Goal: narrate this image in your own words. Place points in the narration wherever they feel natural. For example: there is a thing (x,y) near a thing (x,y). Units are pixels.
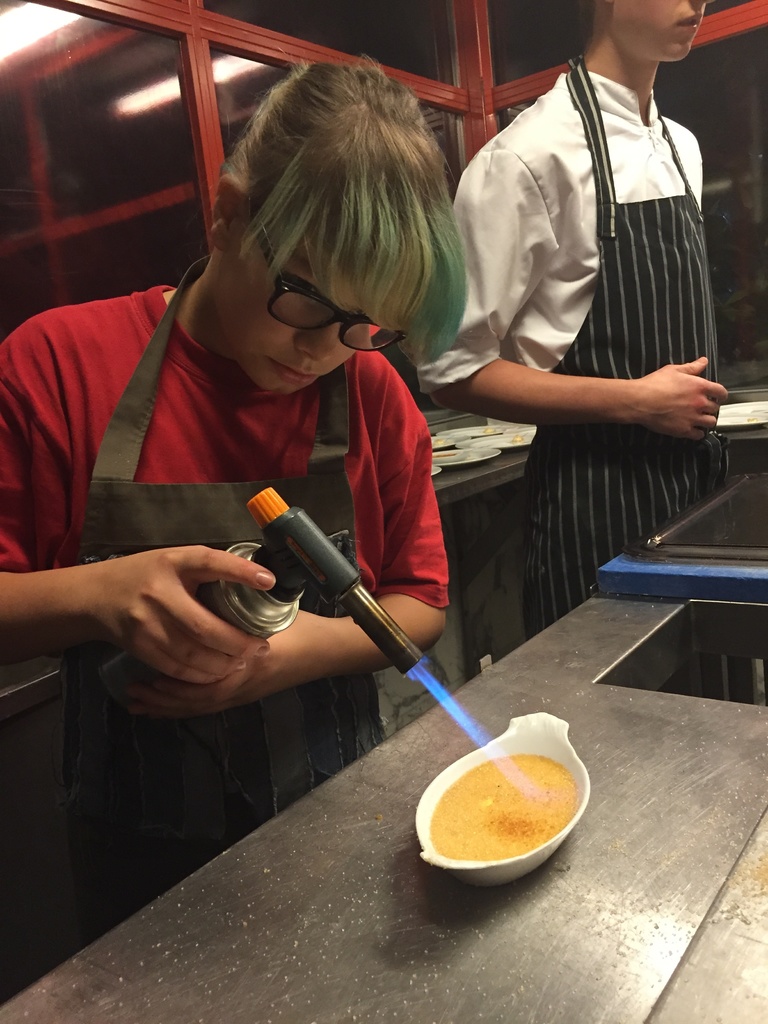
A person (112,600) is standing in a kitchen (539,56) wearing a t shirt (413,532) and an apron (214,545). She is holding a blowtorch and there is a food item (519,798) in a white bowl (465,874) in front of her. A person (513,244) is standing at the back (546,225) wearing a white t shirt (568,277) and apron (651,306). There are white plates (468,442) at the back (444,444).
